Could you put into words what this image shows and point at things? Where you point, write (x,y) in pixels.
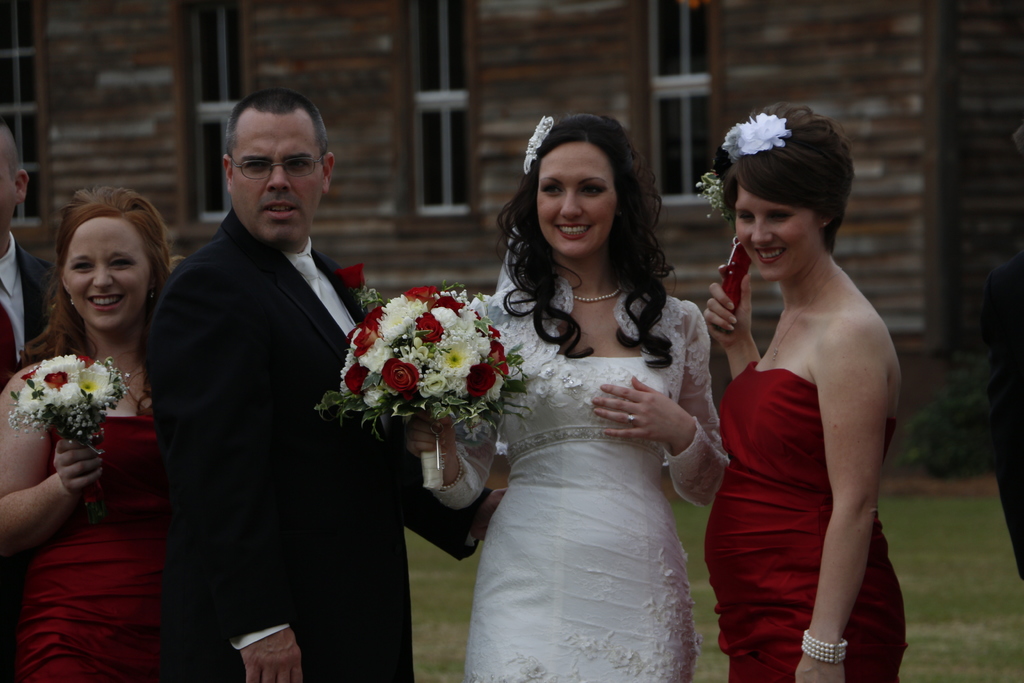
In this picture we can see five persons (416,524) are standing, these two women (610,384) are holding flower bouquets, in the background (460,117) there is a building (448,31), we can see windows (690,78) of the building (441,93).
